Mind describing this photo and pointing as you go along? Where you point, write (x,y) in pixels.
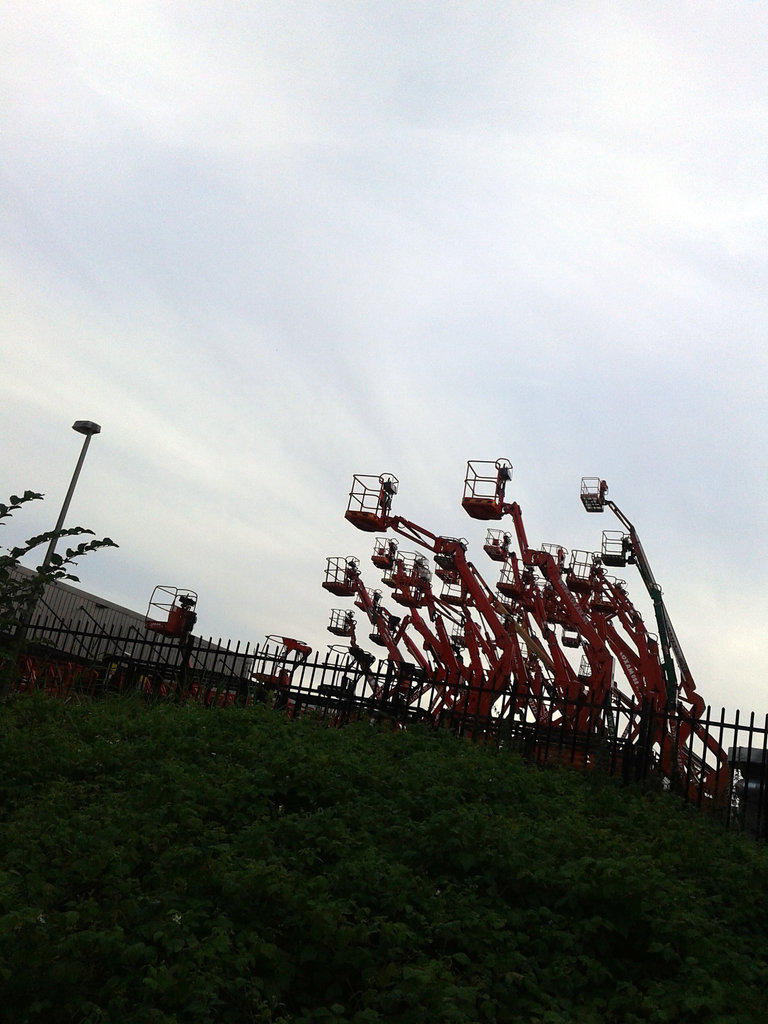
In this image we can see some plants (317,847), there is fencing (315,669) and in the background of the image (363,669) there are some street light fitting (419,617) vehicles (380,565) and top of the image (409,225) there is cloudy sky (328,268).
